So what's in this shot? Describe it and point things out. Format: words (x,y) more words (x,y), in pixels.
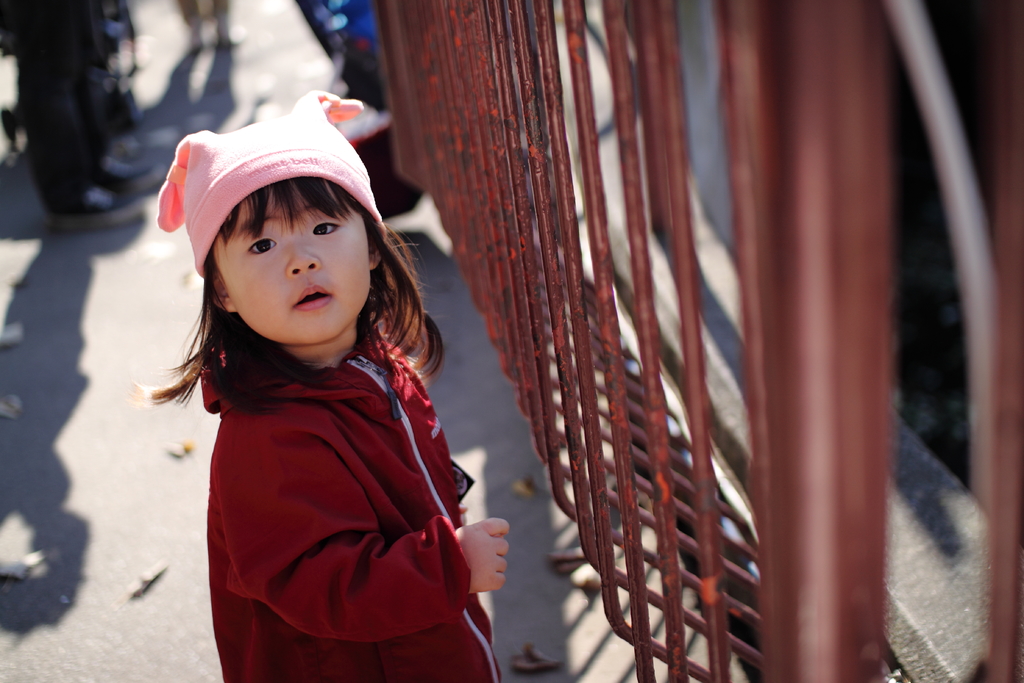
In the center of the image (363,377) we can see a girl (324,463) standing. She is wearing a cap (250,173), before her there is a fence (436,93). In the background (134,192) there are people (100,58).
